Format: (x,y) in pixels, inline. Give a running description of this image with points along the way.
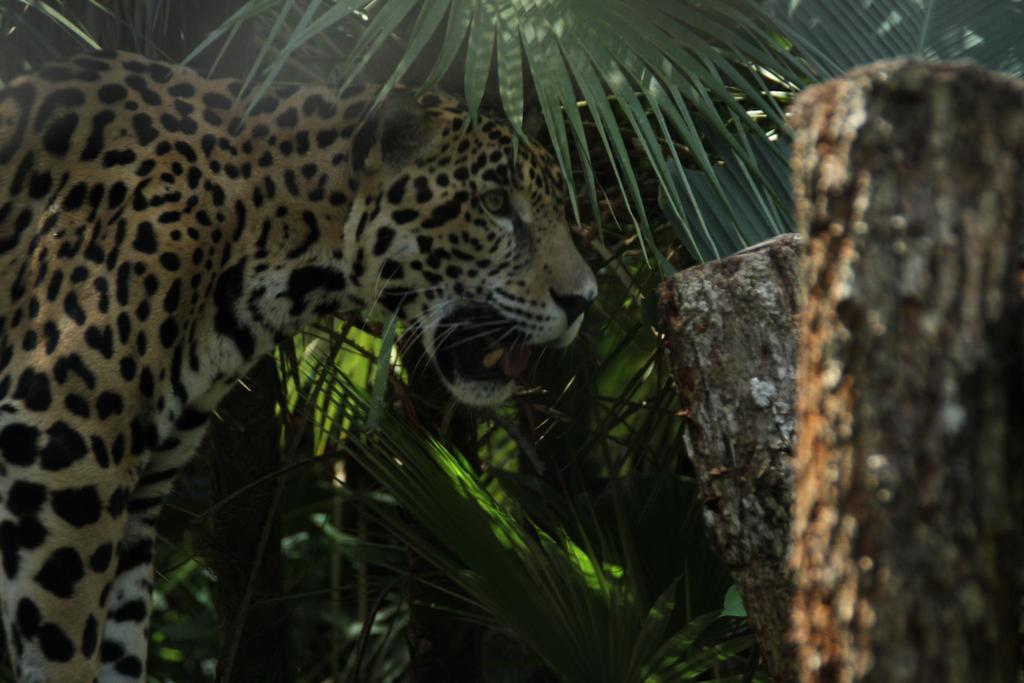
In this image I can see the jaguar (170,264) which is in black, brown and white color. In-front of the jaguar (327,255) I can see the wooden logs (743,418). In the background (650,429) I can see the plants (438,537).
